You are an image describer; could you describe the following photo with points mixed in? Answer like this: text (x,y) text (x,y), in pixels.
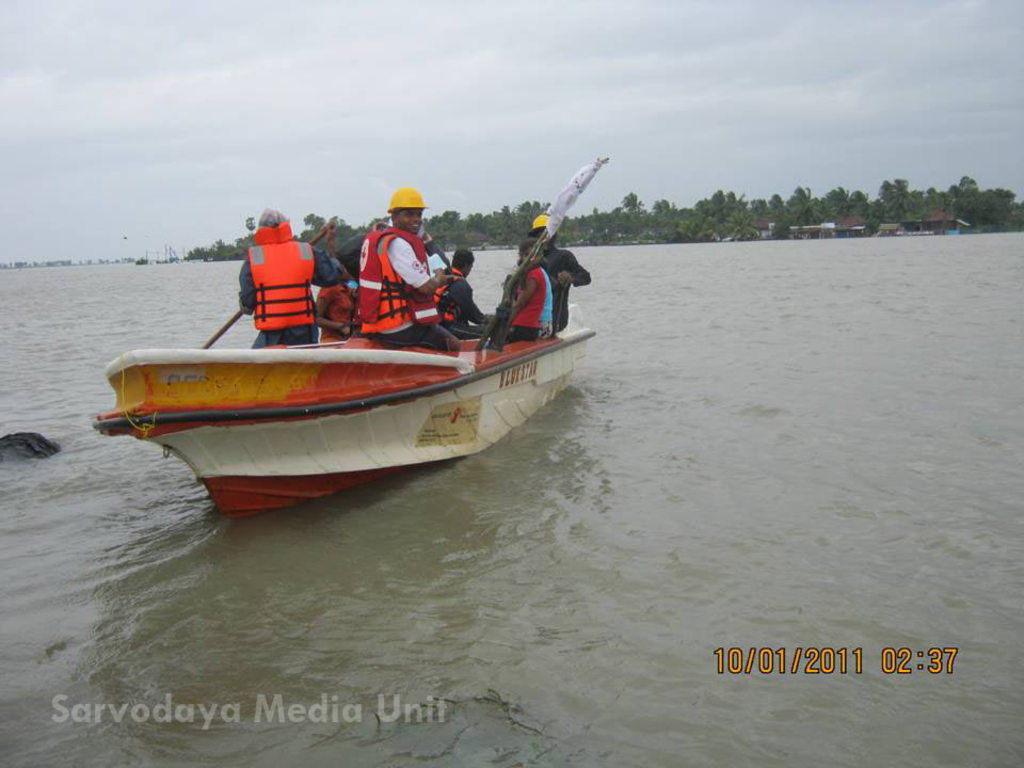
In this image we can see a boat (485,417) on the surface of water (795,512). There are some people (537,301) in the boat (460,343). There are some trees (985,215) and houses (807,229) in the background of the image (880,228). At the top of the image (617,64), we can see the sky (159,91) with clouds (738,111). We can see watermarks (754,659) at the bottom of the image (261,721).
